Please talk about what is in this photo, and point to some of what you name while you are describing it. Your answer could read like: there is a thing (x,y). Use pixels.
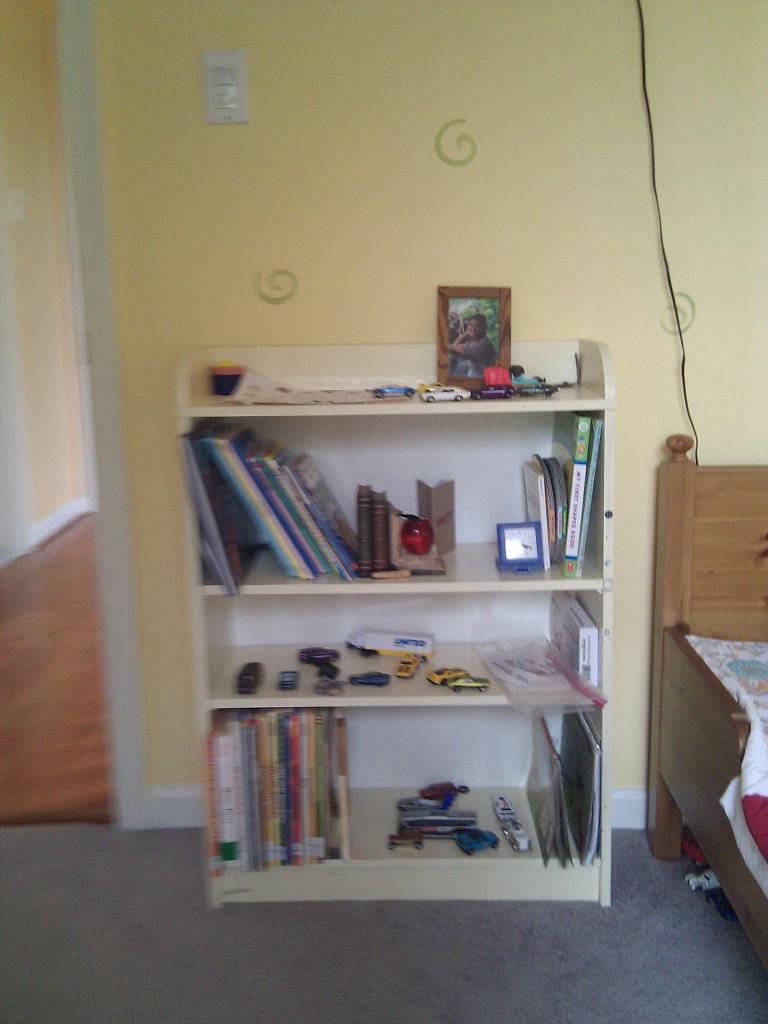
In the center (488,680) we can see shelf (462,735), in shelf (472,695) there is a book (290,557), clock (515,552), toys (456,674) and photo frame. On the right (729,605) there is a bed (753,571), in the background (519,226) we can see wall (507,237).
